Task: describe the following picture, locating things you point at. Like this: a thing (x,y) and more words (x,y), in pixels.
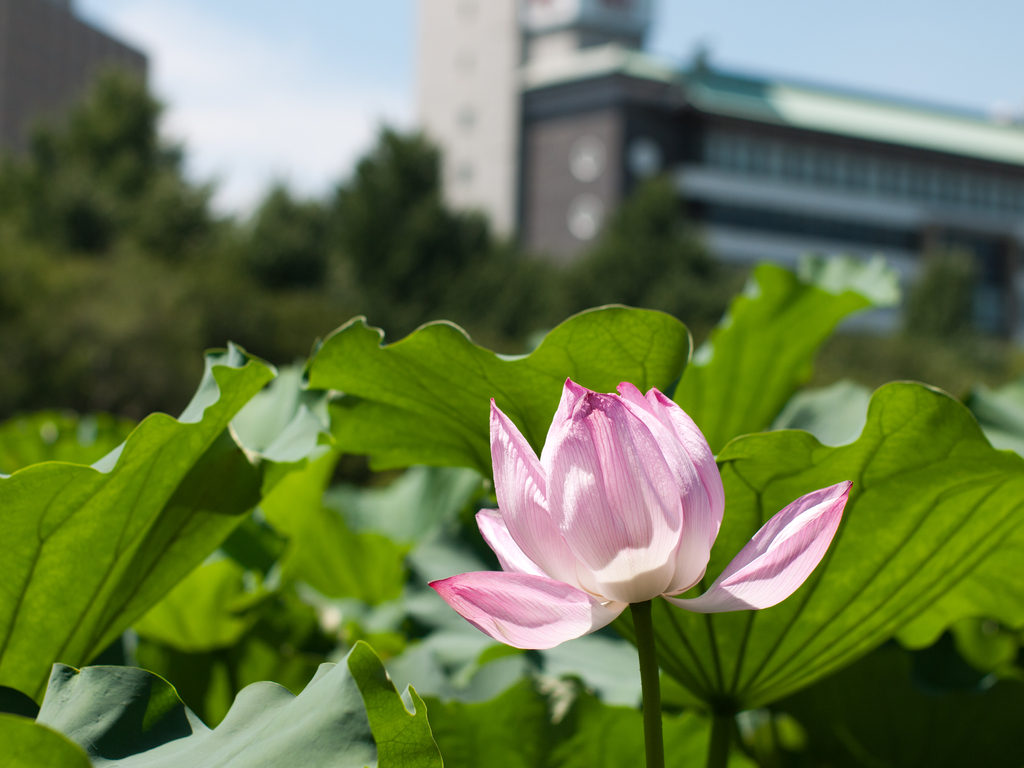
In this picture we can see a flower (617,570) with the stem (658,690). Behind the flower (561,529) there are leaves (22,559), trees (415,239), buildings (751,159) and the sky (809,49).
